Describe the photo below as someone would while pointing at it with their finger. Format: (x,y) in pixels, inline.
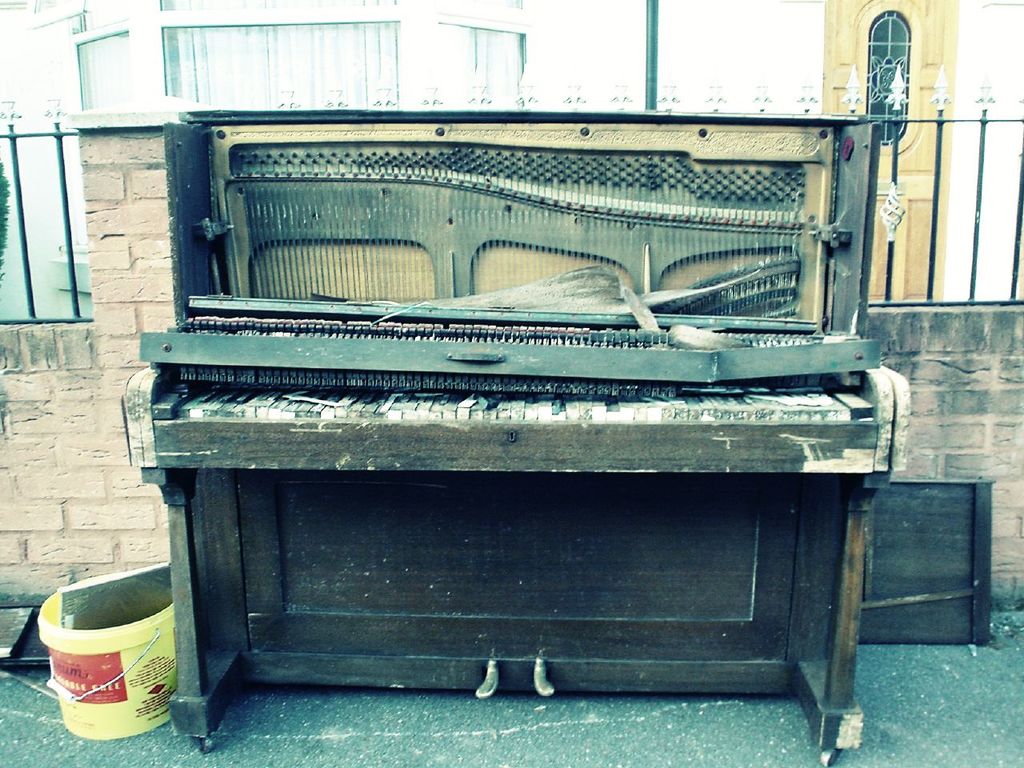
in the picture there was an old piano (560,528) which is kept near the wall (76,569) there was also a bucket (96,671) near the wall (92,575), we can see a building (219,41) a little away from the wall (170,320).
